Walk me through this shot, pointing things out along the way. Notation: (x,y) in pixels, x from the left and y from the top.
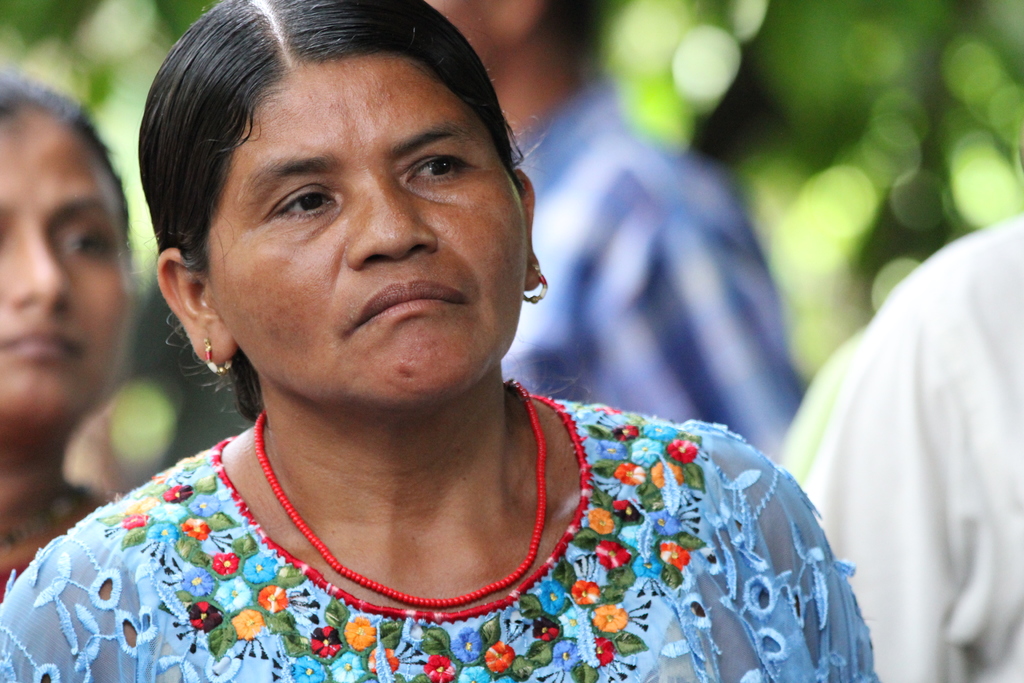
In this image I can see the group of people (361,488) with different color dresses (660,500). And there is a blurred background (787,8).
